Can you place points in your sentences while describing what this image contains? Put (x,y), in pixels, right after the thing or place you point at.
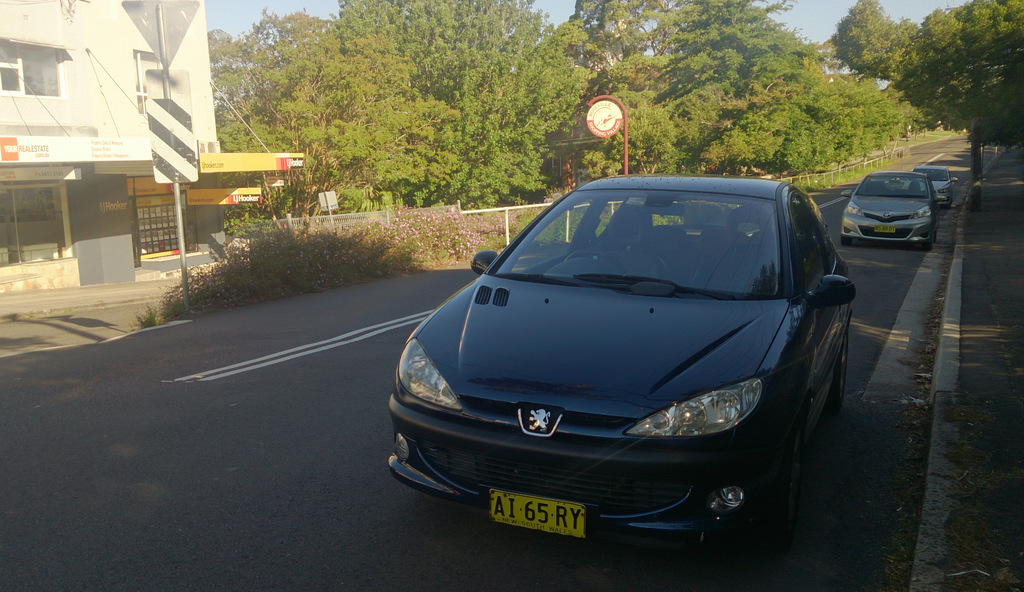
In this image on the road (217,482) few vehicles (765,393) are parked. In the background (102,251) there is a building (89,171). There is boundary (308,216). There are trees (811,80) on both side of the road (830,193). There is a boundary (831,178) beside the road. This is a sign board (611,119).
